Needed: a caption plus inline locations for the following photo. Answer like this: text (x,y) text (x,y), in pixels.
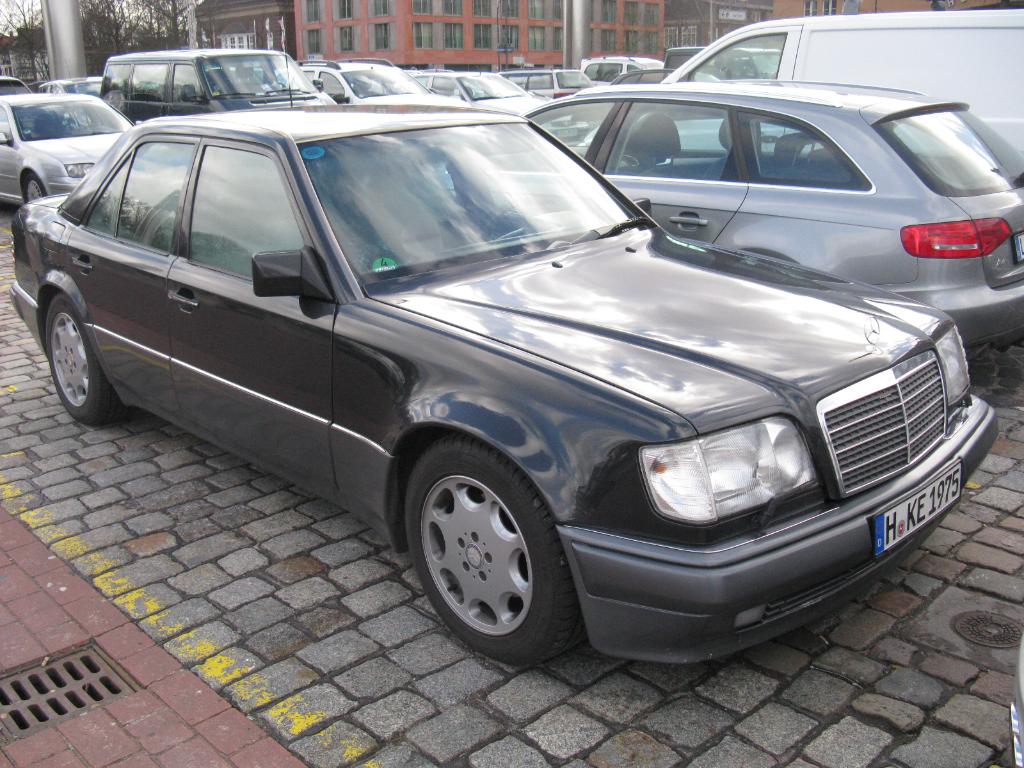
In this picture there are cars (612,183) in the center of the image (593,289) and there are buildings (547,26) and trees (31,30) at the top side of the image (321,17), there is a pole (63,64) in the top left side of the image (62,41).
